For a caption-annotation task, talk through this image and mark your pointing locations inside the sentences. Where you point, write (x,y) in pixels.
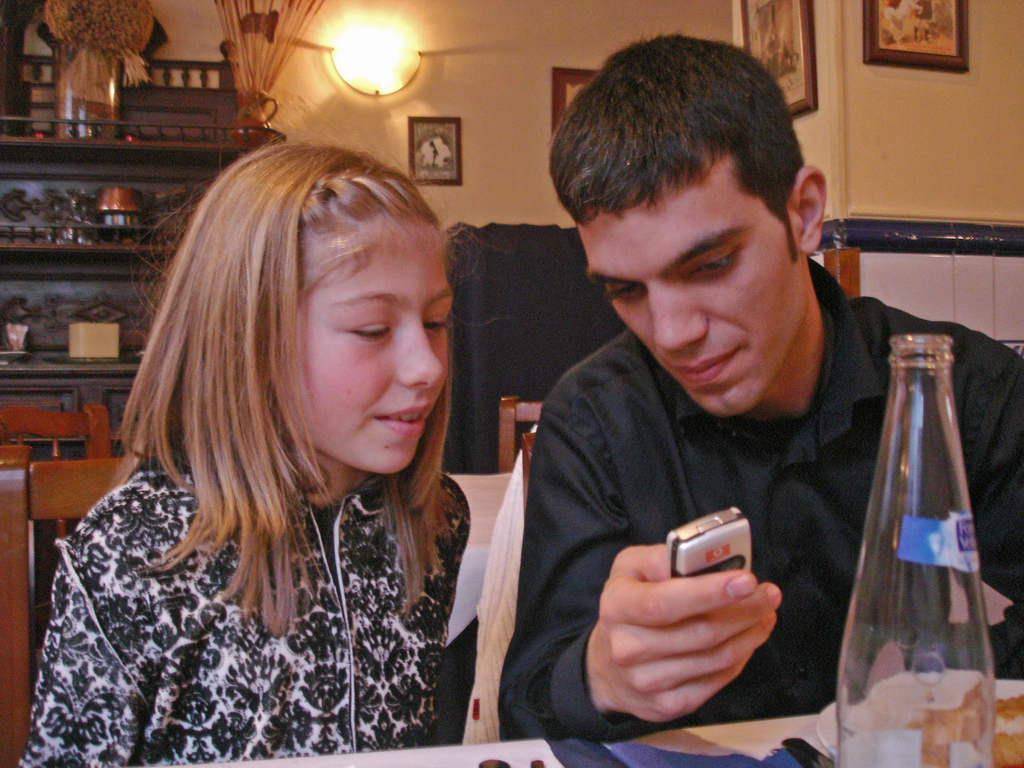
He is a man (592,496) sitting on a chair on the right side (811,591) and he is showing something in a mobile phone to a girl (77,561) who is sitting right to him on a chair (15,719).
